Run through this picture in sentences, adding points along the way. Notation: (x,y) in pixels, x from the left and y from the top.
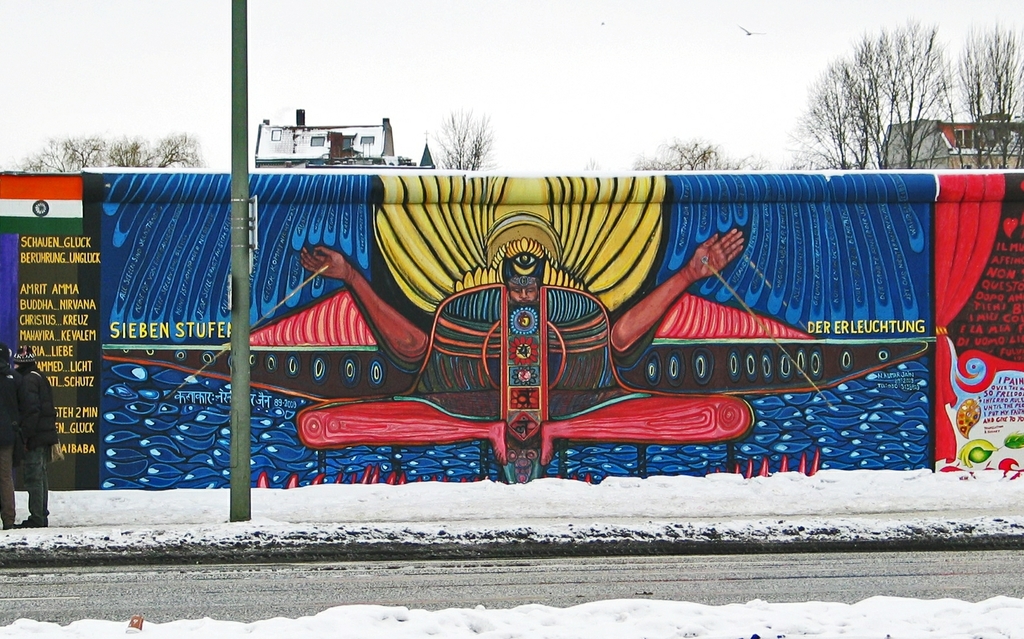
In this image I can see the road (608,595), some snow (606,609) on both sides of the road (608,596), the sidewalk (525,498), few persons (17,380) on the sidewalk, a metal pole (242,403) and the wall (305,359). On the wall (511,341) I can see the painting (516,330). In the background (996,128) I can see few buildings (974,139), few trees (868,118), a bird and the sky (358,69).
